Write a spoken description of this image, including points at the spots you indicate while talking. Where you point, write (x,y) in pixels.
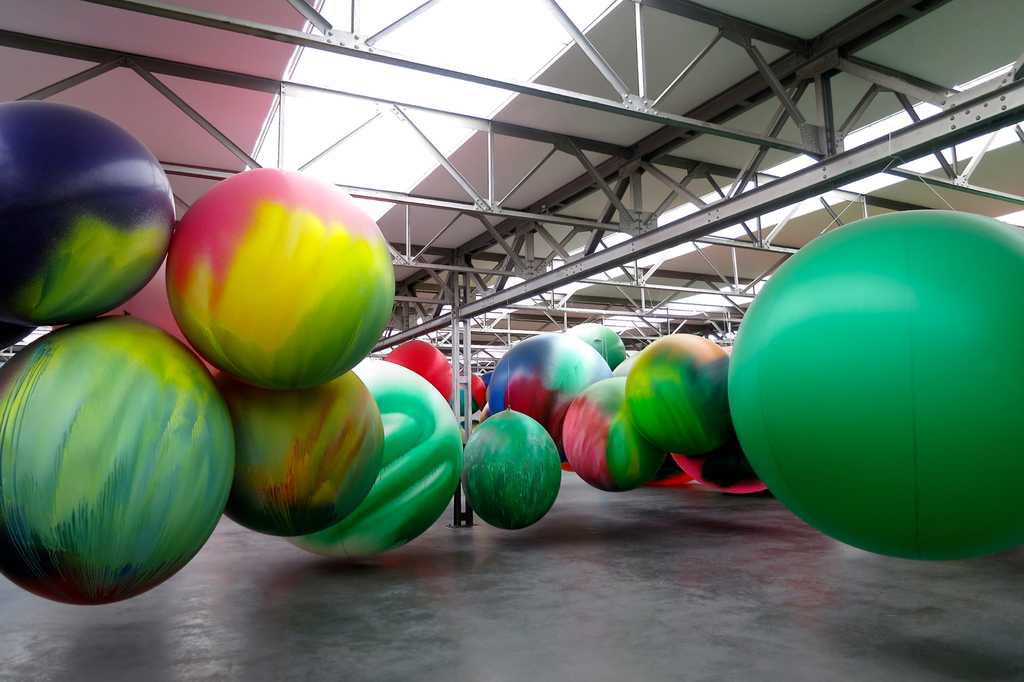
In the center of the image (571,374), we can see balloons (374,366) and at the bottom (610,613), there is floor (582,556). At the top (335,94), there is roof (486,140) and rods (427,140).
